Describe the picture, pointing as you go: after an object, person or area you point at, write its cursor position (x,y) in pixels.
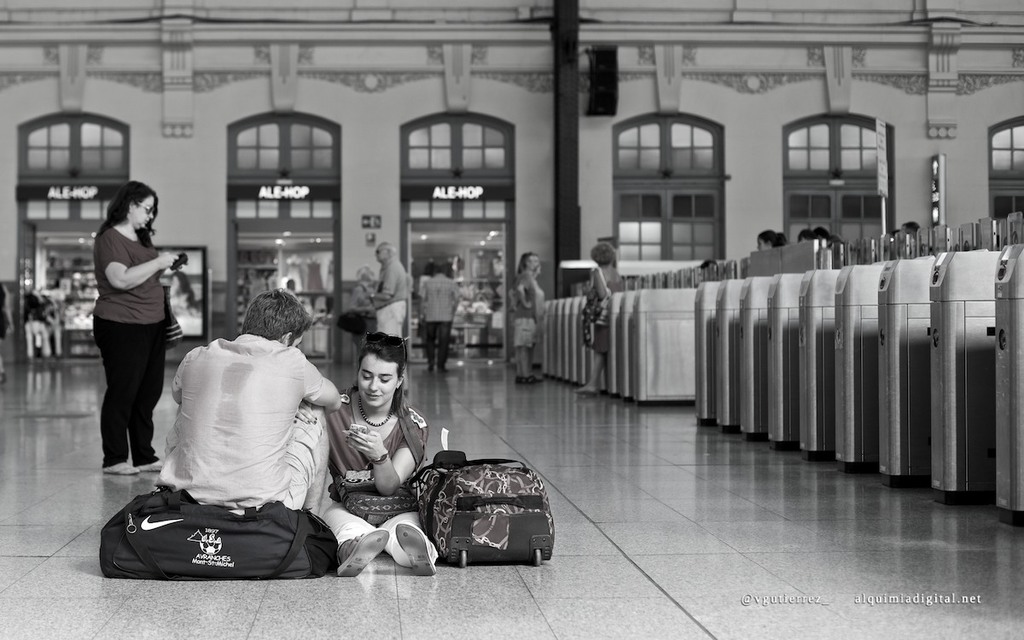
In this image there are two people (385,416) in which the man (233,409) to the left side (215,416) is sitting on the bag (134,572) and the girl (369,413) to the right side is sitting on the floor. There is a woman (120,282) standing beside them. In the background (199,146) there is a big hall (372,252) and the door (265,219). At the top (600,102) there is a speaker (597,81). To the right side (721,309) there are entry blocks (847,346).
